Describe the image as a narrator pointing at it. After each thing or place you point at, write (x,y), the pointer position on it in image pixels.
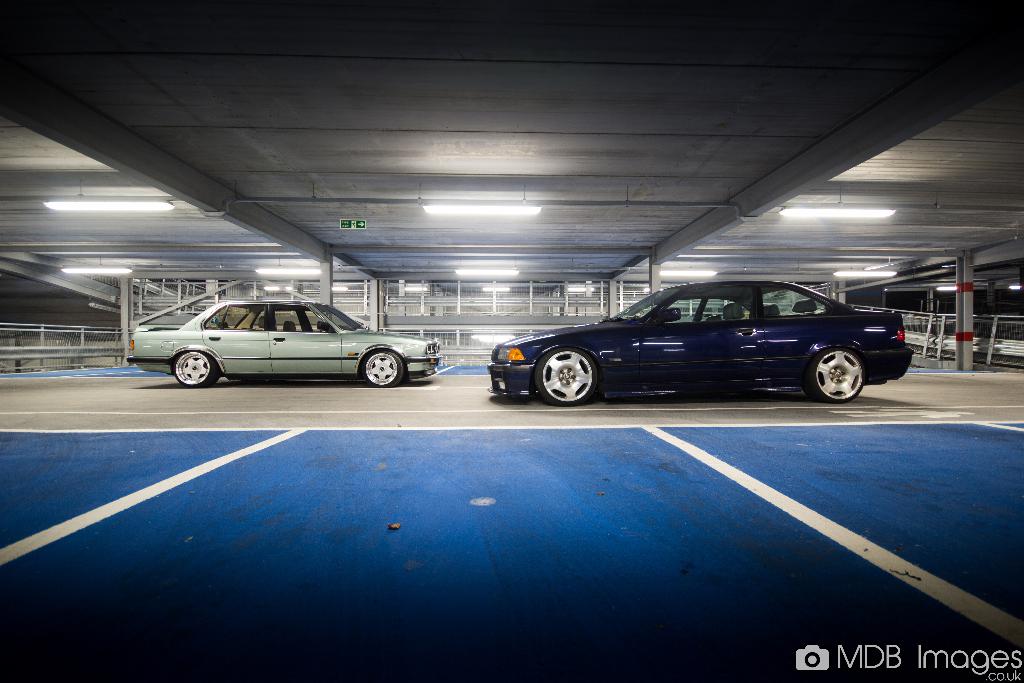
In this image I can see two cars (582,382) inside the shed (469,363). And there are many lights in the top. And I can see the road (400,497) with blue and ash color.
